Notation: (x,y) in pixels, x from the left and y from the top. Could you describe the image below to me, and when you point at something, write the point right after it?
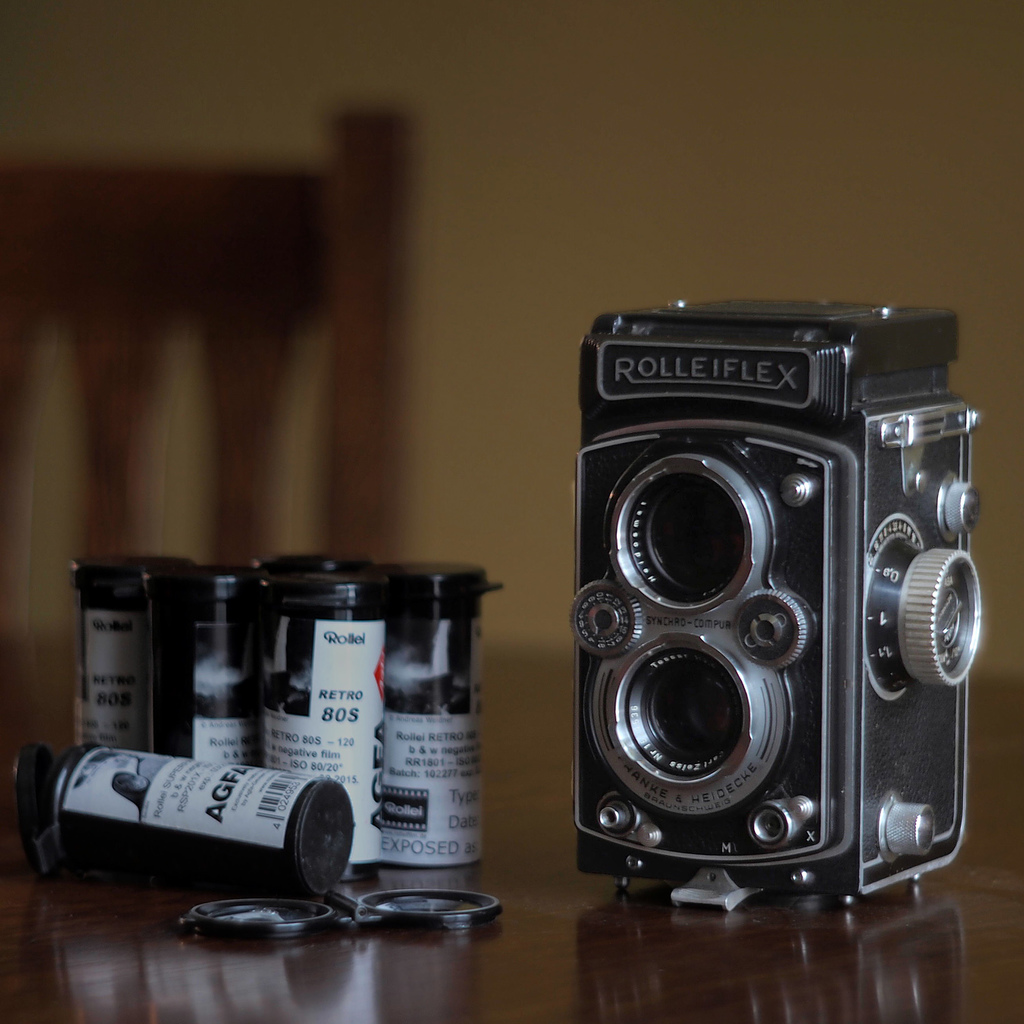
In the picture I can see bottles (350,770) and some other objects (659,756) on a wooden table (510,886). In the background (222,446) I can see a chair (227,428) and a wall (525,482). The background of the image (475,488) is blurred.
